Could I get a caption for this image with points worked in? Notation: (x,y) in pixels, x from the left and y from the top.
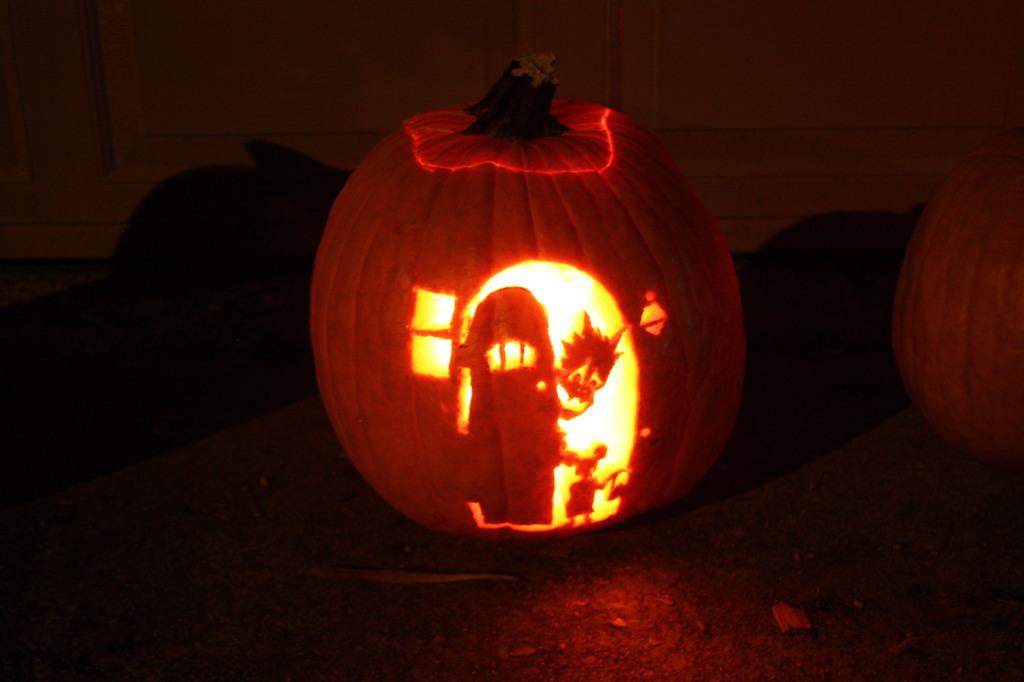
Here in this picture we can see a hand carved pumpkin (477,355) with a light (552,320) in it present on the ground (550,616) over there and beside it also we can see a pumpkin (913,307) present over there.
